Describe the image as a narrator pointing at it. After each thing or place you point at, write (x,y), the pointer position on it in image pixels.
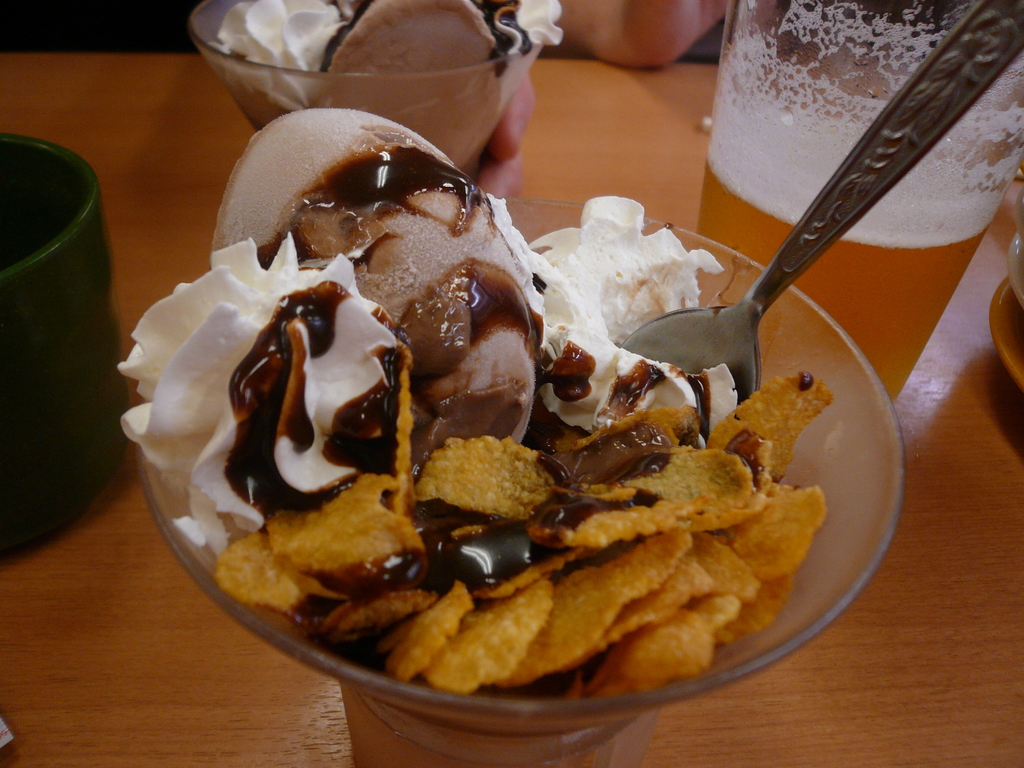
In the image there is ice cream (313,414) with chips (632,526) along with spoon (850,156) in a cup (823,586) on a table (104,682), beside it there is a glass (796,115) of drink (801,157) and another ice cream cup (372,7).
